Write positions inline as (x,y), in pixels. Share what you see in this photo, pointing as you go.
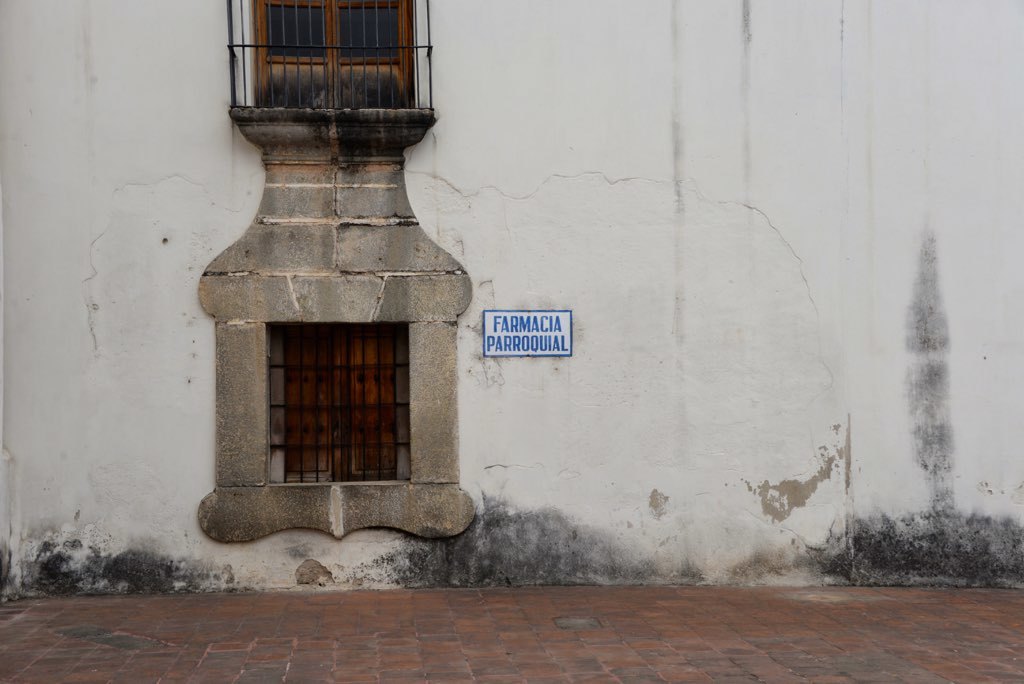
In the image there are two windows (272,29) on the wall (644,490) with a footpath (526,643) in front of it.
